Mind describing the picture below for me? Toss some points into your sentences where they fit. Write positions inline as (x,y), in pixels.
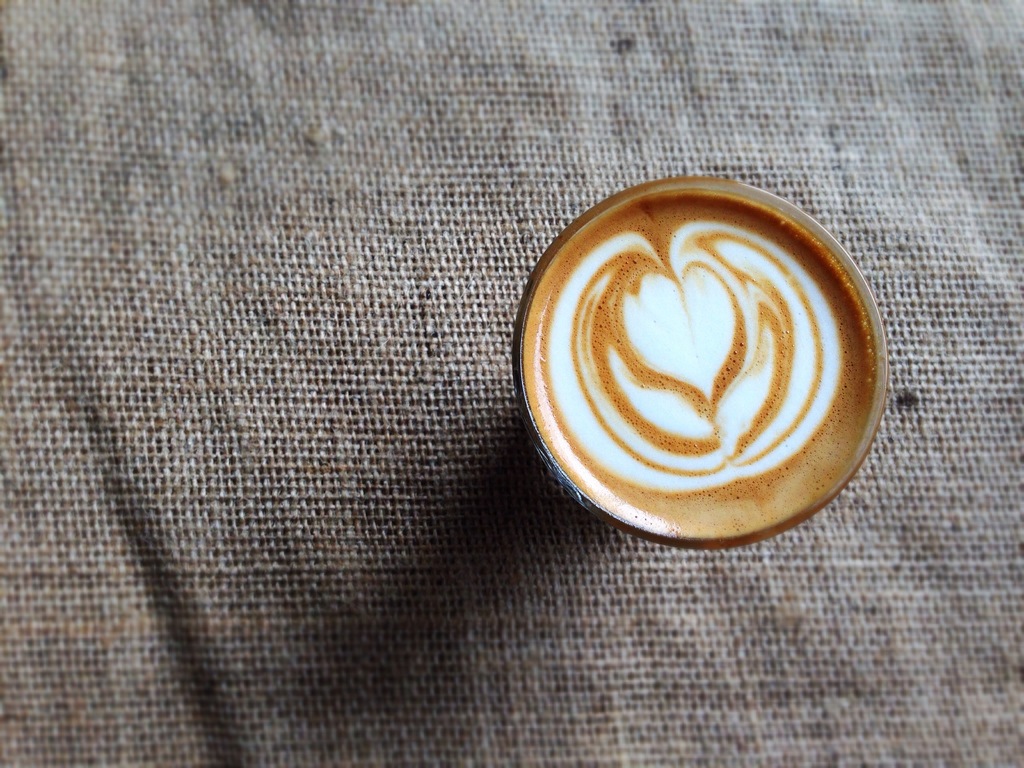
In this picture I can see a cup (555,315) in which there is coffee (597,275) and this cup (621,257) is on the brown color cloth (325,259).
